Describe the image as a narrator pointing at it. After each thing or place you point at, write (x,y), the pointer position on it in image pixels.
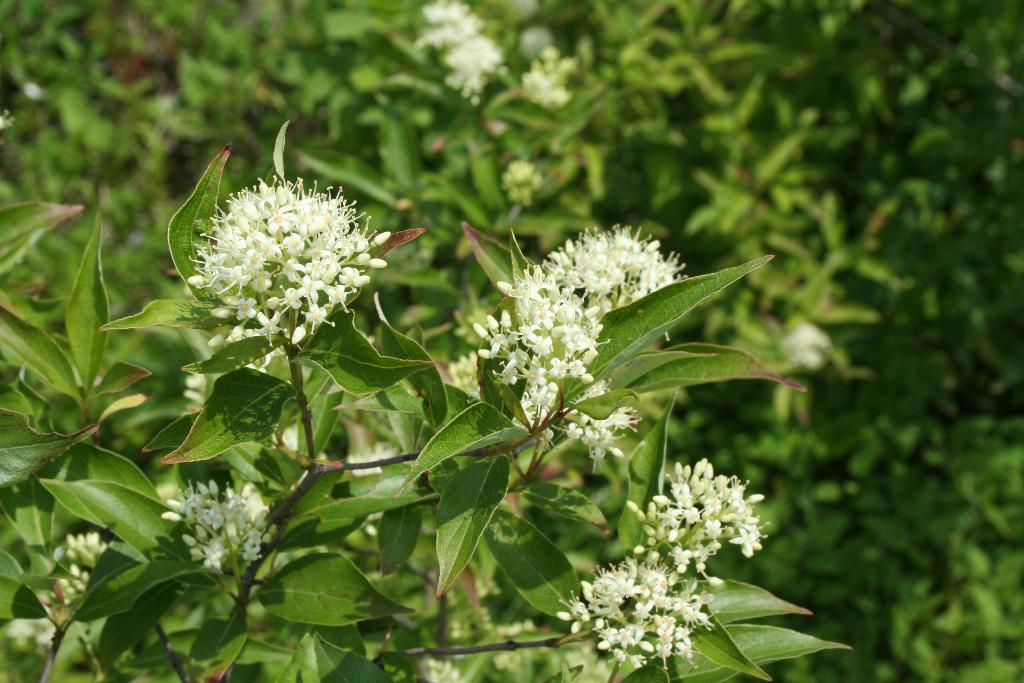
In this picture we can see few flowers (529,298) and plants (646,362).
